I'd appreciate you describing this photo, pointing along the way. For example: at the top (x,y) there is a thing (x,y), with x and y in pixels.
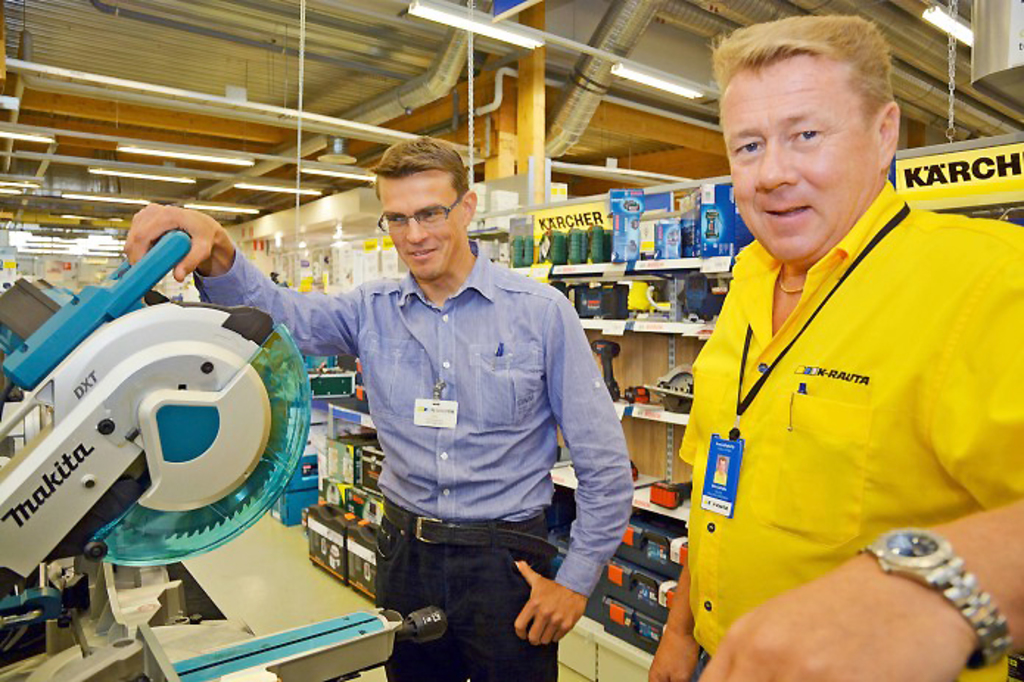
In this image we can see two persons (491,516) standing on the floor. In that a man (493,463) is holding a saw machine (176,484). On the backside (540,263) we can see several items (683,372) in the racks (636,315). We can also see a roof (362,88) with the ceiling lights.
